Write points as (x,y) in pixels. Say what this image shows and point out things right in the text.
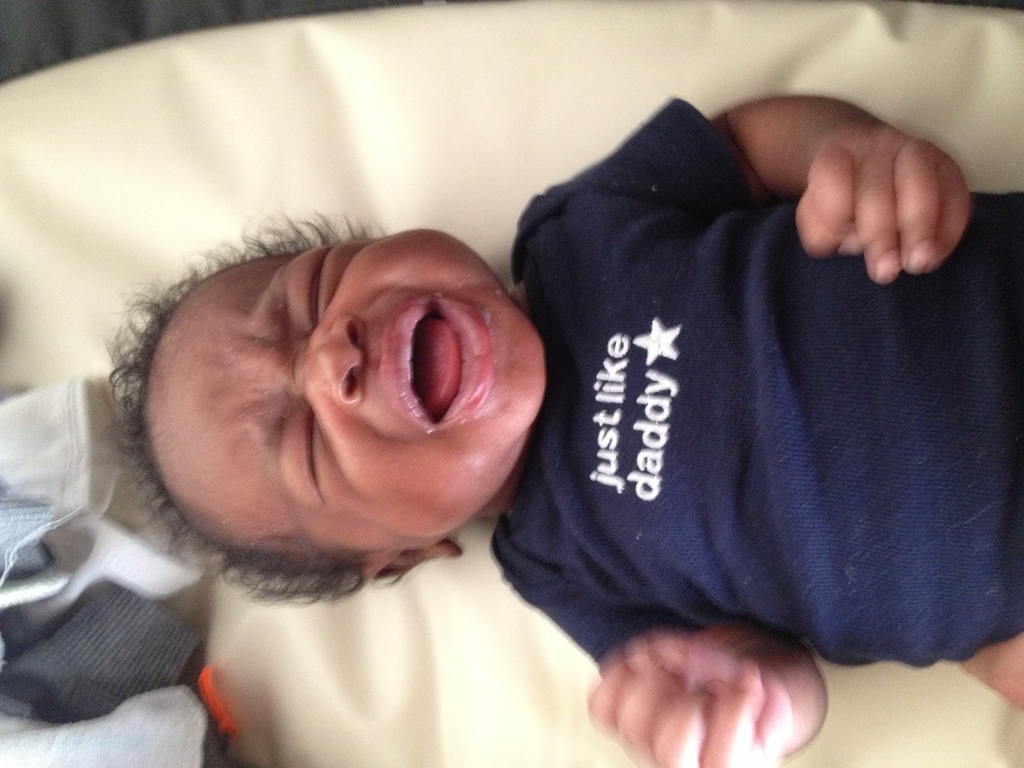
In this image, we can see a kid (913,388) lying on an object (308,671). We can also see some clothes (160,640) on the bottom left (162,725).
